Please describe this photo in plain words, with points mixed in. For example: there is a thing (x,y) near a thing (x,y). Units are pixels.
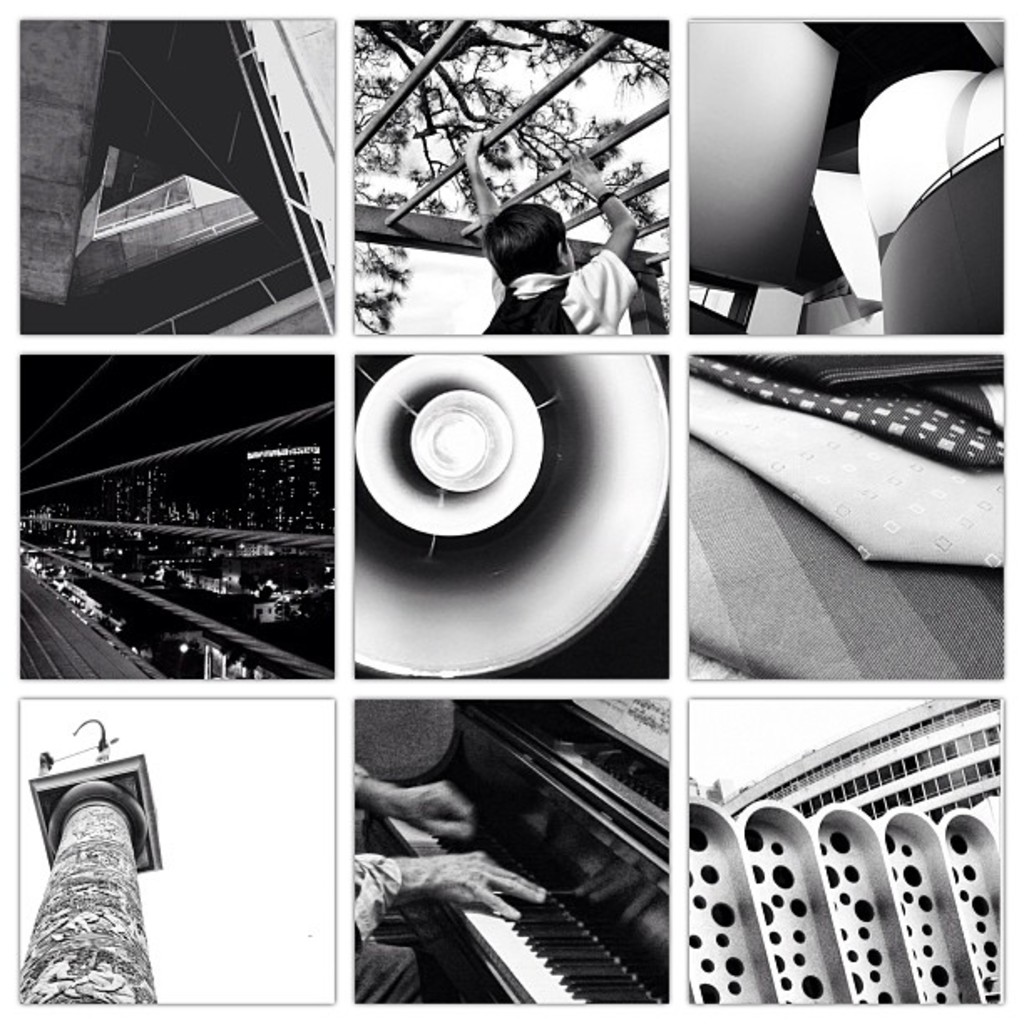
This image looks like an edited photo in which I can see vehicles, buildings (333,307), trees (381,309), tower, musical instrument (581,986), two persons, lights (524,599) and so on.
